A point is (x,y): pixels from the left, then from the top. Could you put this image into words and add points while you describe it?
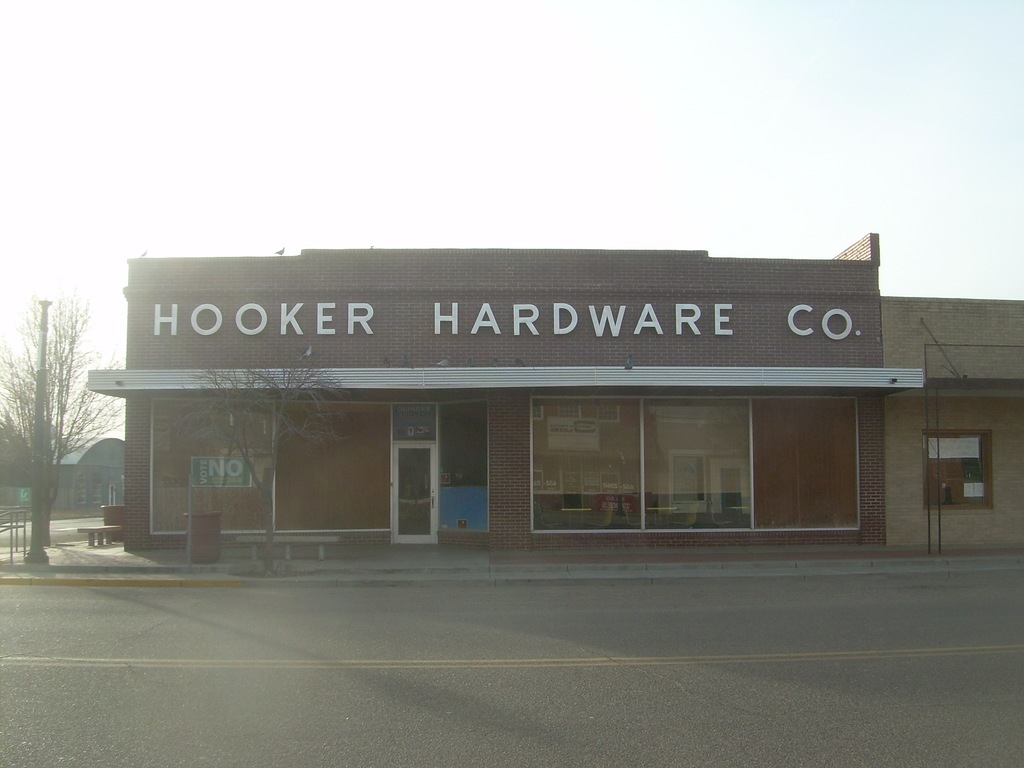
In this image there are few buildings (438,434) in which we can see a name (705,332) on one of the buildings (309,454), there are few trees (25,427), a road (226,720) and the sky (400,156).
